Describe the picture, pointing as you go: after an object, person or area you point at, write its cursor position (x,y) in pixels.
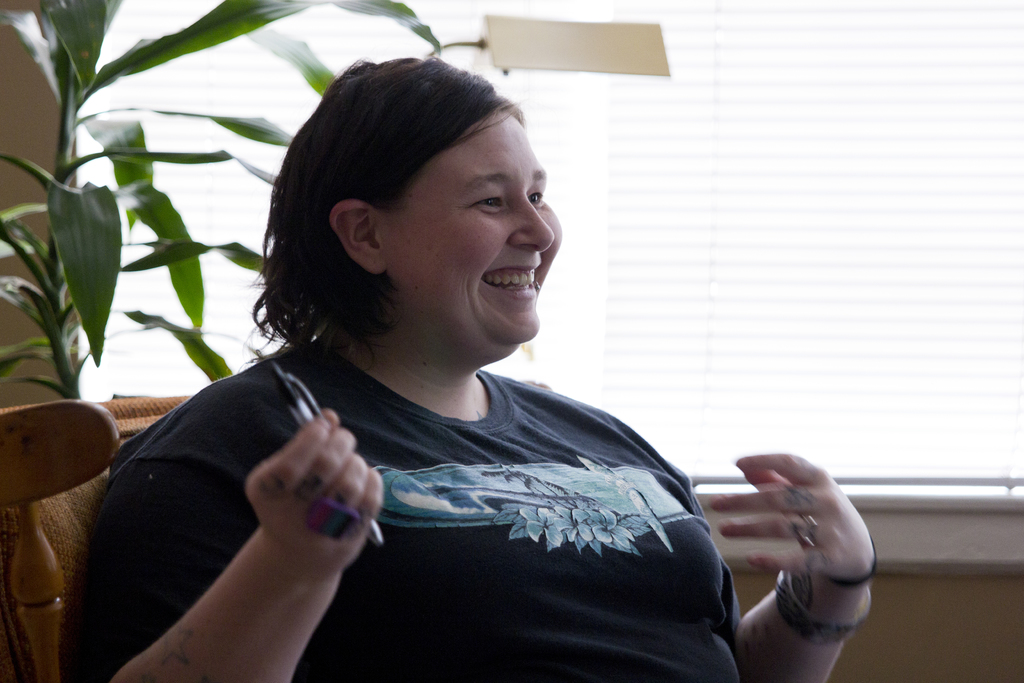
This is the woman (414,317) sitting and smiling. She is holding a pen (283,372) in her hand (333,483). This looks like a houseplant (70,167) with the leaves (118,252). I think this is a window (702,158).
